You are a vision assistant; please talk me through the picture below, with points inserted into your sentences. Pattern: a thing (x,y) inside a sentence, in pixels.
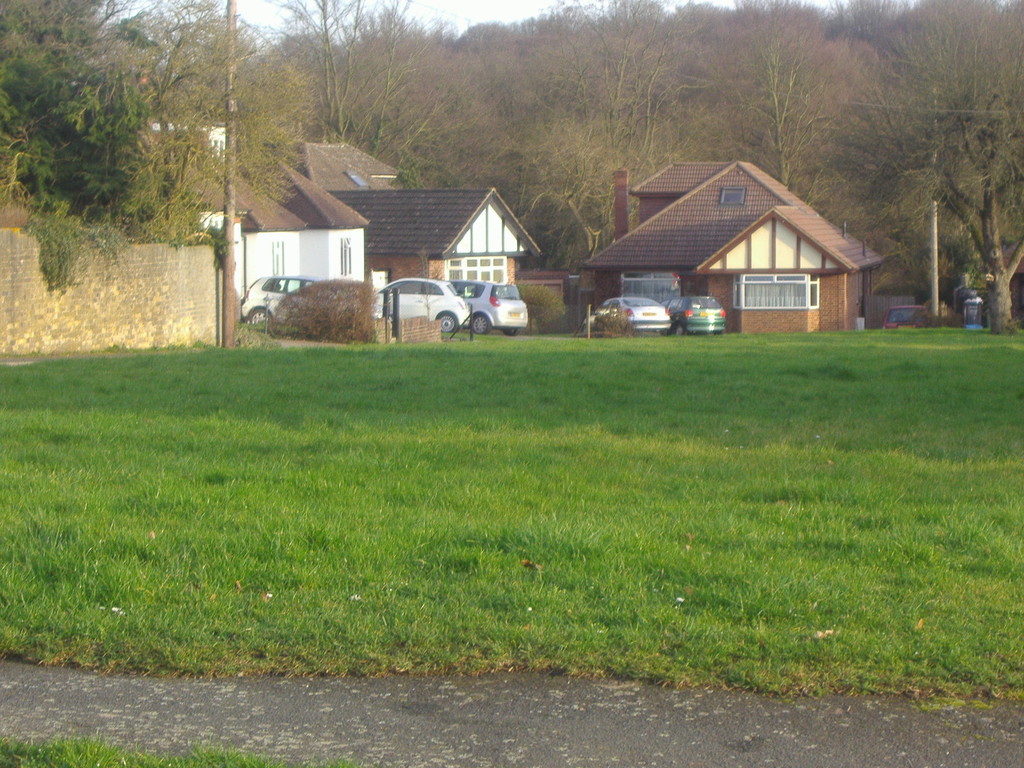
In this picture we can see grass area (467,492). In the background (793,329), we see vehicles (897,317) on the road (523,333) and houses (340,164) surrounded by trees (10,14).
